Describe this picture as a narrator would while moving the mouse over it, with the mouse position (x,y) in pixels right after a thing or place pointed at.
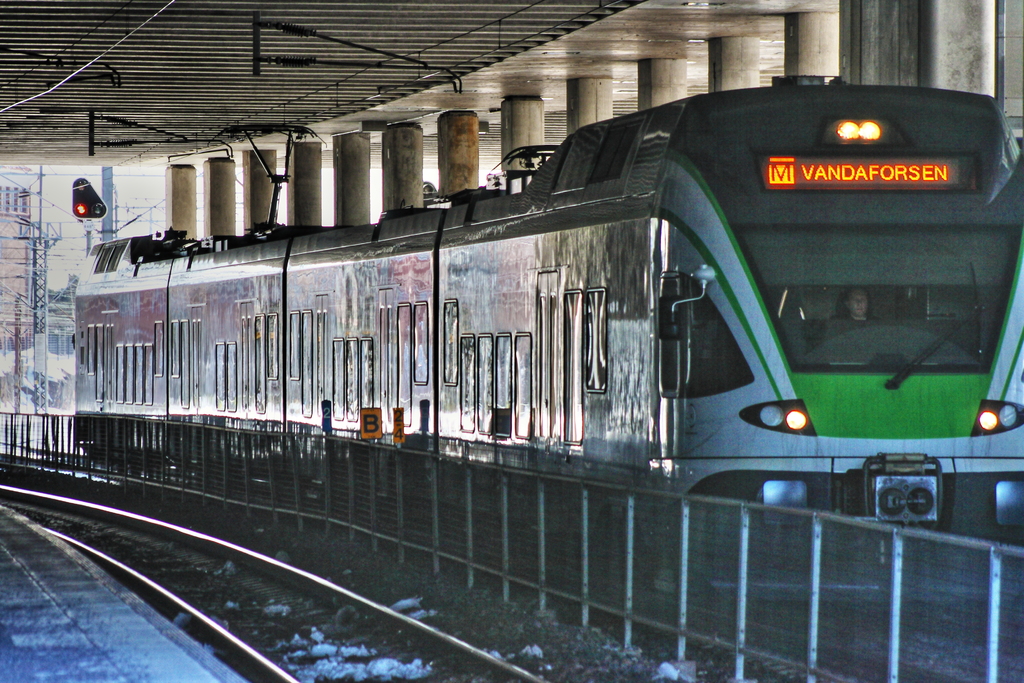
In this picture I can see a train (240,305) on the railway track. There are poles (508,522), fence (521,582), cables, lights (1018,416), pillars (221,221), boards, platform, and in the background (77,261) there is the sky (60,253).
